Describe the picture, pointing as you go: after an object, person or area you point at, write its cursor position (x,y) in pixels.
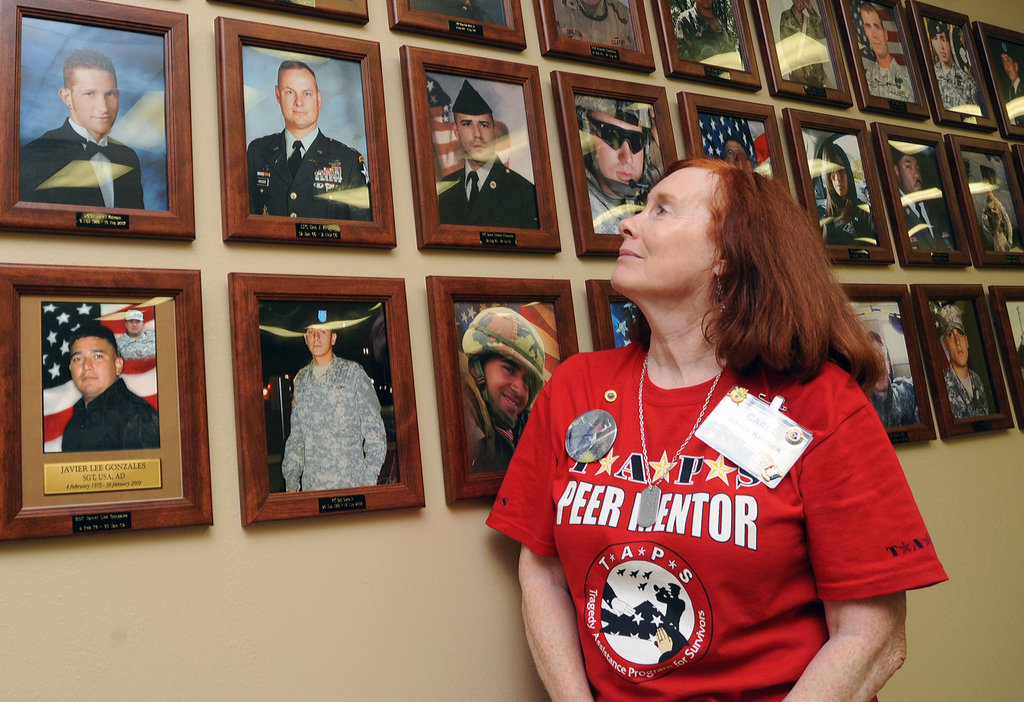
In this image we can see a person (767,477) standing near the wall (461,590). And we can see the photo frames (515,136) attached to the wall (355,525).
